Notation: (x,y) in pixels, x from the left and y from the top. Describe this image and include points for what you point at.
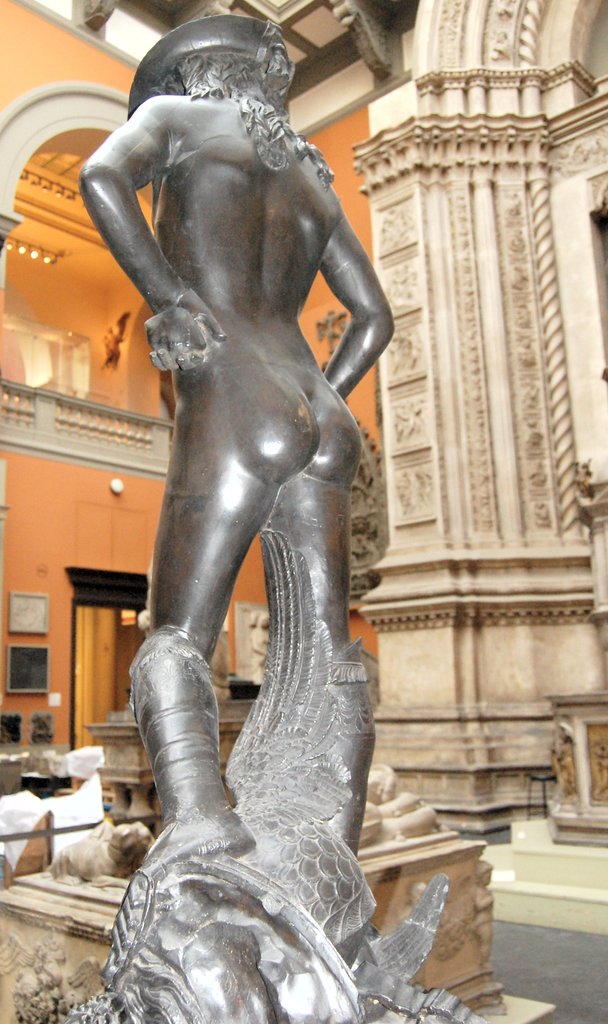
In this image I can see there is a statue (249,299) of a human (300,275) and it looks like an inside part (138,582) of the museum (567,184).
